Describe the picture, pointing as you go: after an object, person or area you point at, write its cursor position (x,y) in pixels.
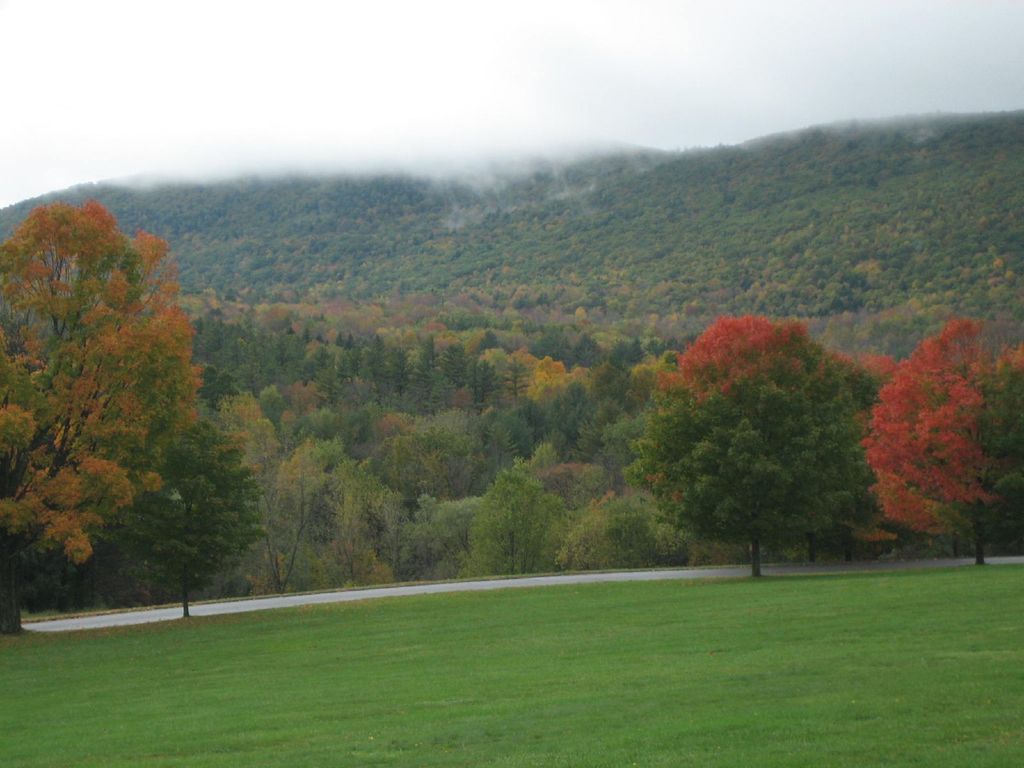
At the bottom of the image (587,634) there is grass (420,720). In the center of the image (554,374) there are trees (472,389). In the background of the image (639,289) there are mountains (636,165). At the top of the image (424,153) there is sky (335,110) and clouds (335,110).
